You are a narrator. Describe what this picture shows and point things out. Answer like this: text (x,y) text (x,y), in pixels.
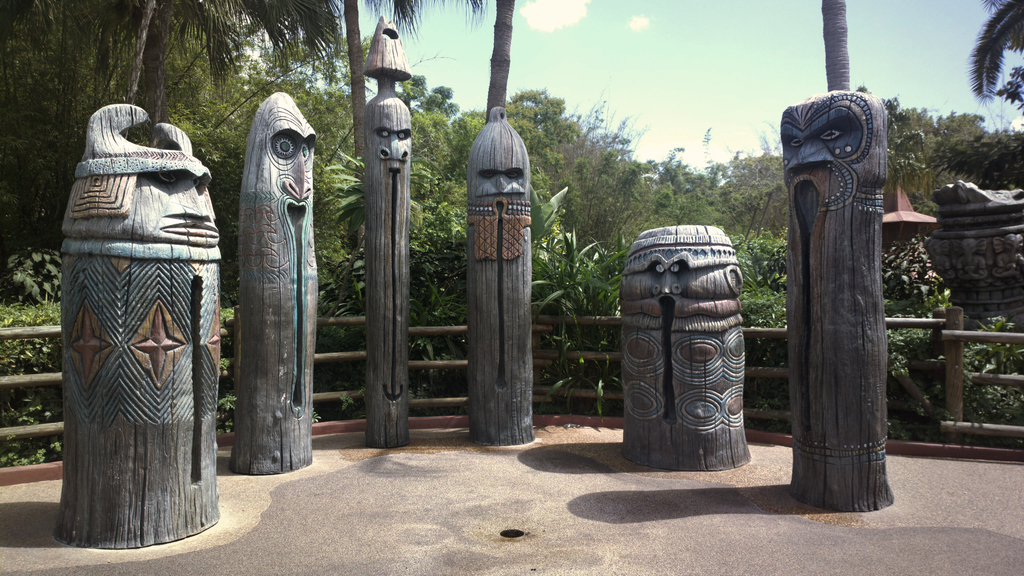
In this image we can see wood carvings (496,307). At the bottom (494,543), there is floor (519,518). In the background (12,315), we can see plants (448,255) and trees (53,225) along with a railing (415,363).
